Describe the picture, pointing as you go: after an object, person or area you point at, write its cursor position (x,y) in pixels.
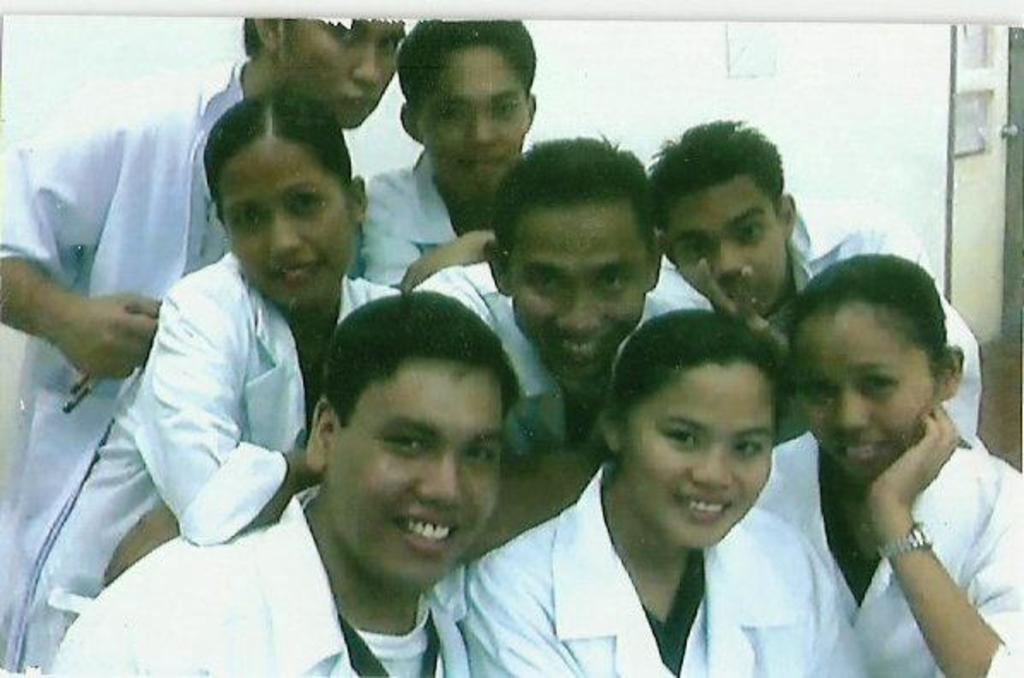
In this image we can see a few people (460,266), wearing white color aprons (460,266), also we can see a wall (900,102), and a door (987,182).
